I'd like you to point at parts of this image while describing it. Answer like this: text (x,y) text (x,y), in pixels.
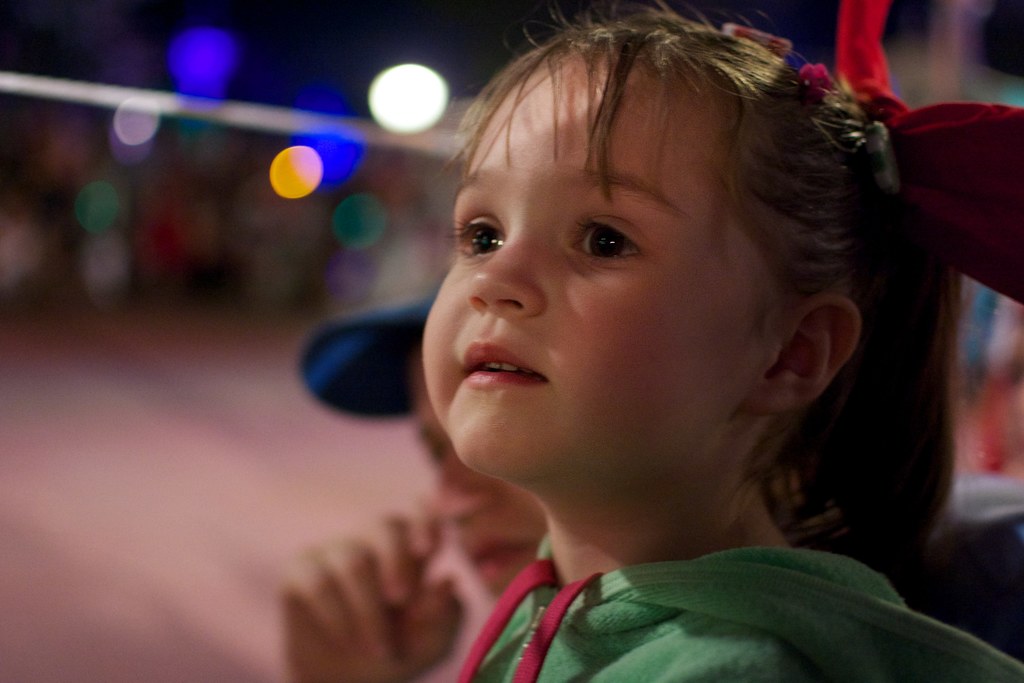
In this picture there is a girl (778,379) who is wearing green jacket (633,574). Beside her there is a man (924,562) who is wearing t-shirt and cap (333,367). In the background (418,85) I can see some lights (396,89) and blur image. At the top (677,1) I can see the darkness (440,12).
